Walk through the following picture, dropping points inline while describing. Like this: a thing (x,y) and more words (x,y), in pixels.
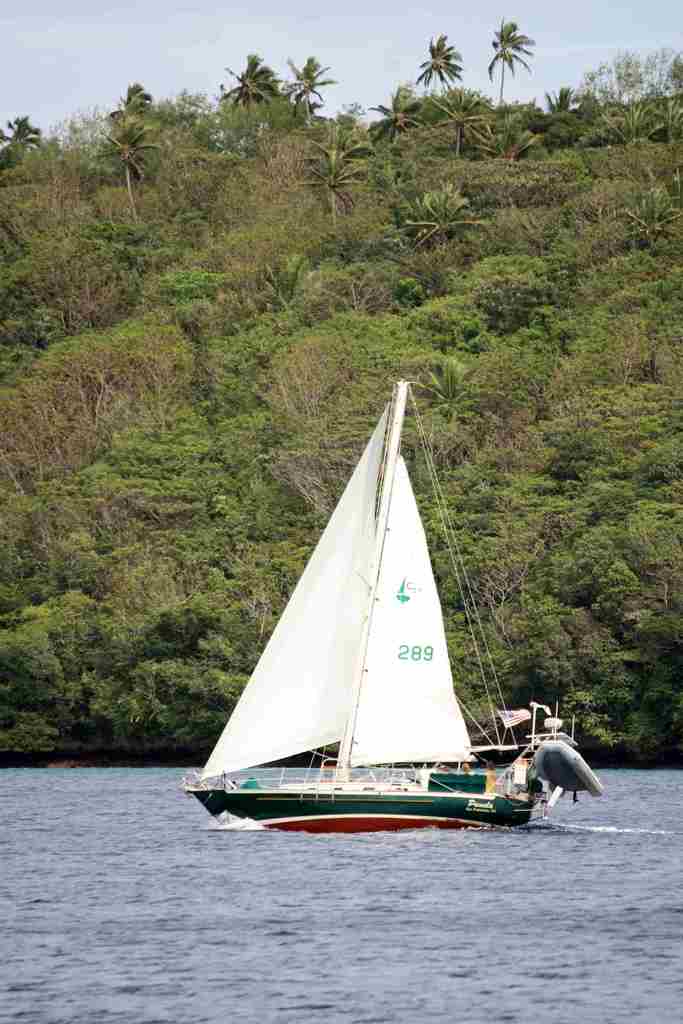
In this picture we can see a boat (284,784) on the water (127,912) and on the boat (262,751) there is a pole (387,492) and ropes (486,733). Behind the boat (315,671) there are trees (293,185) and the sky (337,71).
